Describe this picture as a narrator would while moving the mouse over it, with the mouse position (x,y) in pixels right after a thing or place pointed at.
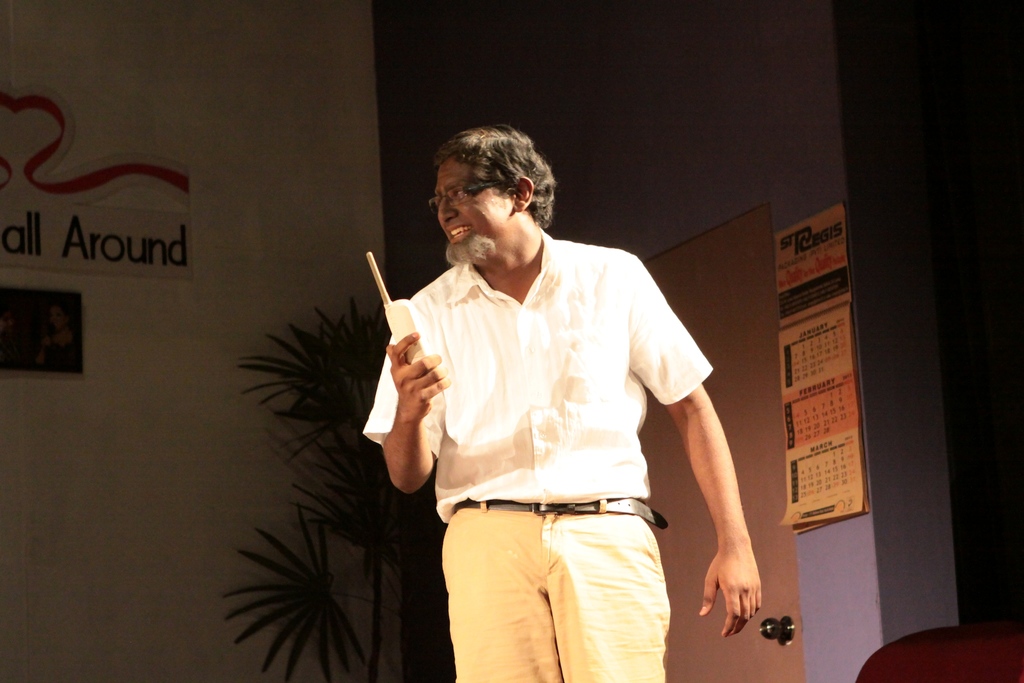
In the center of the image (518,372) we can see a man (512,252) standing and holding a walkie talkie (396,341) in his hand (439,359). In the background (377,568) there is a plant (317,565), board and we can see a door (767,405).
